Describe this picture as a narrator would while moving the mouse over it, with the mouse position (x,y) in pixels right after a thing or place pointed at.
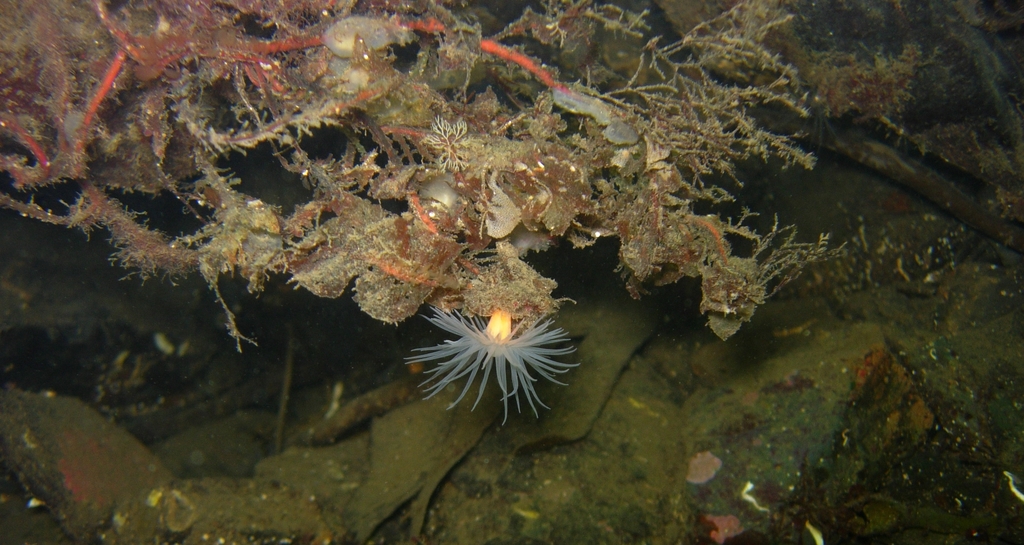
In this image I can see the under water picture in which I can see few aquatic plants (651,118) which are green, orange, cream and yellow in color and few other objects (500,361).
